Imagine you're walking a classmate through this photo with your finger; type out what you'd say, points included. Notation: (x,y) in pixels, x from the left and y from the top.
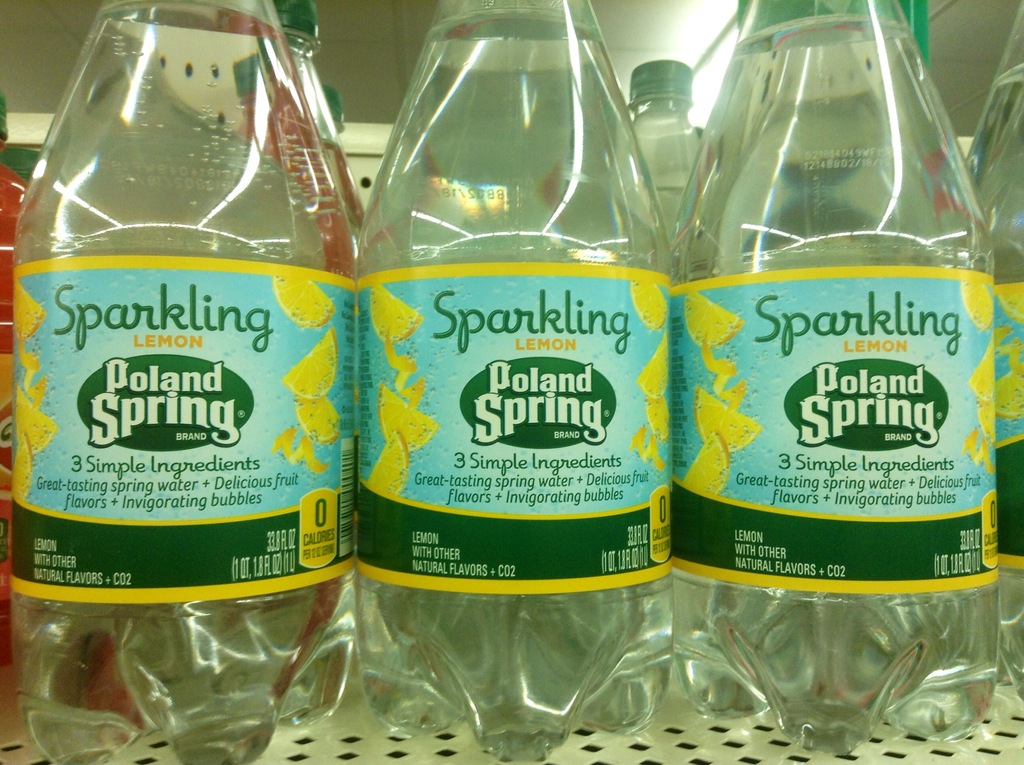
This image looks like it is clicked inside the room (391,20). In this image, there is a rack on which many bottles (268,532) are kept. The bottles (882,253) looks like a lemon sparkling water (648,603). There are stickers (596,265) on each bottles (787,325). And it is written as ' Sparkling lemon'.
